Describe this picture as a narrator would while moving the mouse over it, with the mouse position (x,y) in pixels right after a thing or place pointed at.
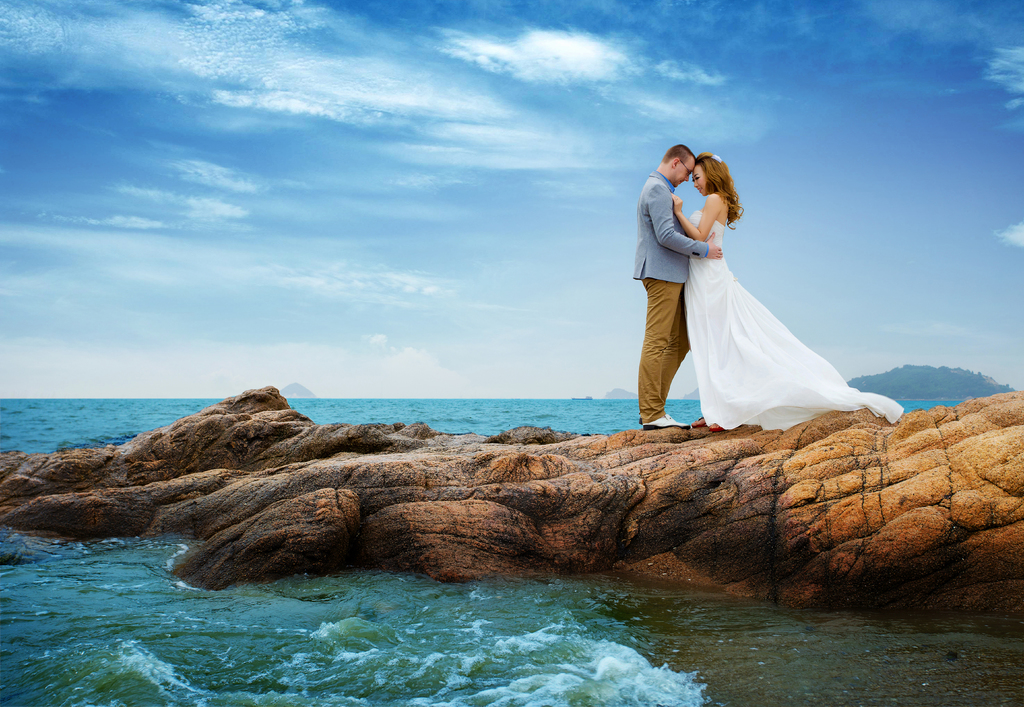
In this image we can see an ocean (325,604). To right side of the image (823,524) we can see some rocks (554,492), on the top of the rock (629,461) one man (674,297) and woman (694,227) is standing. The man (670,247) is wearing blue color coat (666,259) with brown pant (660,329) and woman (706,281) is wearing white gown (716,336). Background of the image (232,276) sky (449,187) is there.
